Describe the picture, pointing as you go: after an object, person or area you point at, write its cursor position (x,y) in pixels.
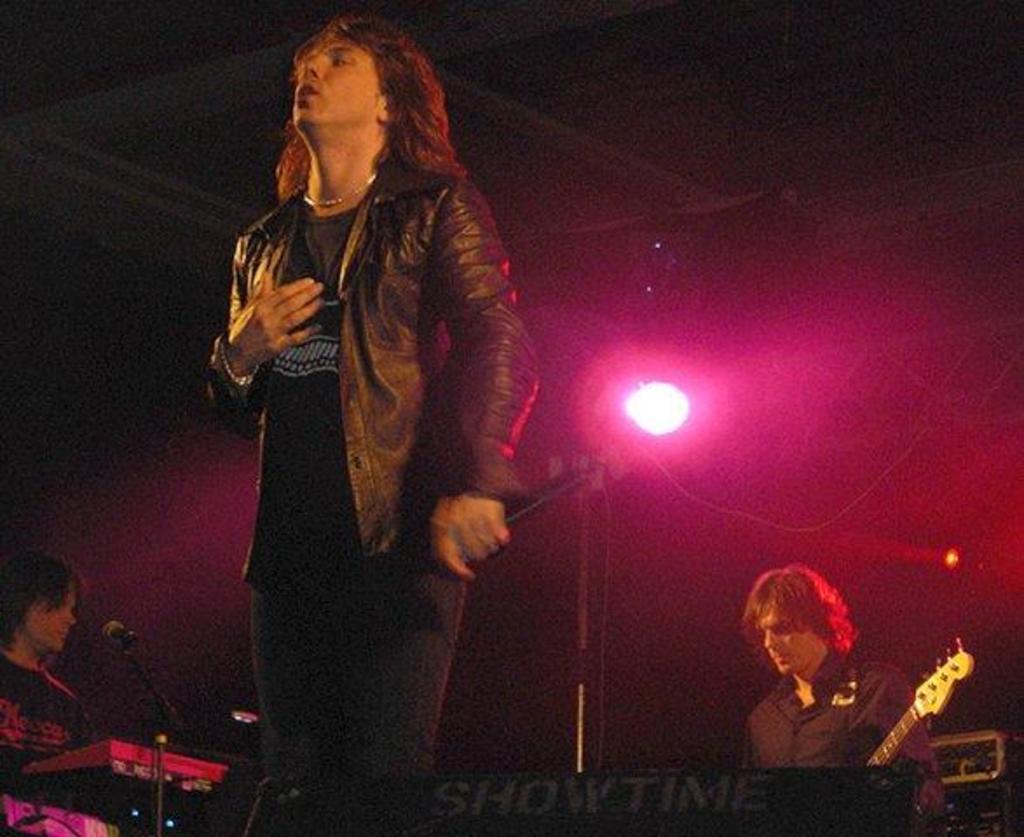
This picture shows a man (300,435) standing on the stage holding a mic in his hand (481,513). There are two members (7,619) in the background (99,752) holding a musical instruments (132,771) in front of them. In the background (633,445) there is a red color light (660,410).
